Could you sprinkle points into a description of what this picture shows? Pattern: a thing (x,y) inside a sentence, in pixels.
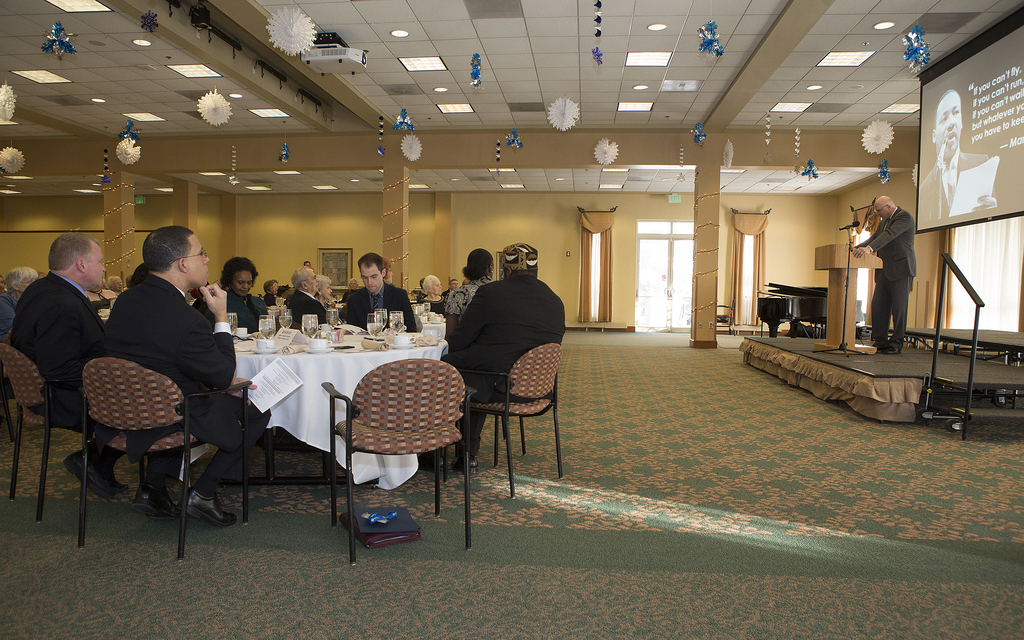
A man (884,259) is standing at a podium (836,337) on a stage (886,373). There is a screen (944,177) behind him. People (498,319) are sitting in groups (199,309) at tables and listening to him. The hall (651,269) is well decorated.
